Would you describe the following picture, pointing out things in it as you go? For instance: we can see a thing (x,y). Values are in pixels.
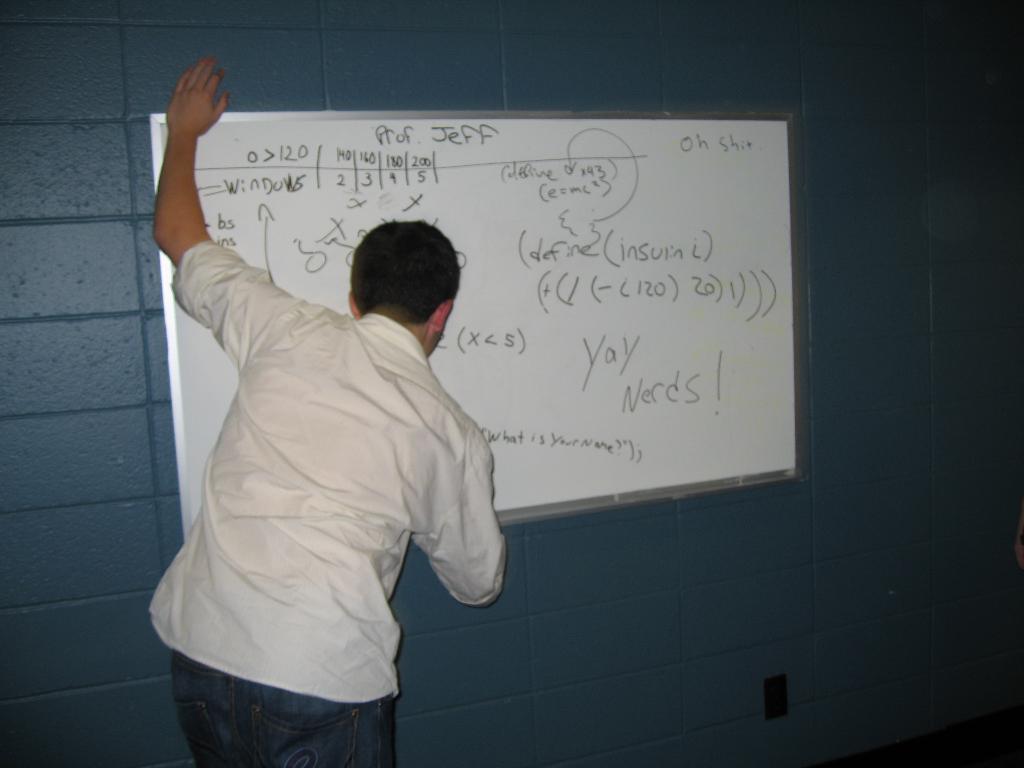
In this image I see a man (212,281) over here who is wearing white shirt (309,439) and blue jeans (246,687) and I see the white board (283,275) over here on which something is written and I see the blue color wall (973,398).
